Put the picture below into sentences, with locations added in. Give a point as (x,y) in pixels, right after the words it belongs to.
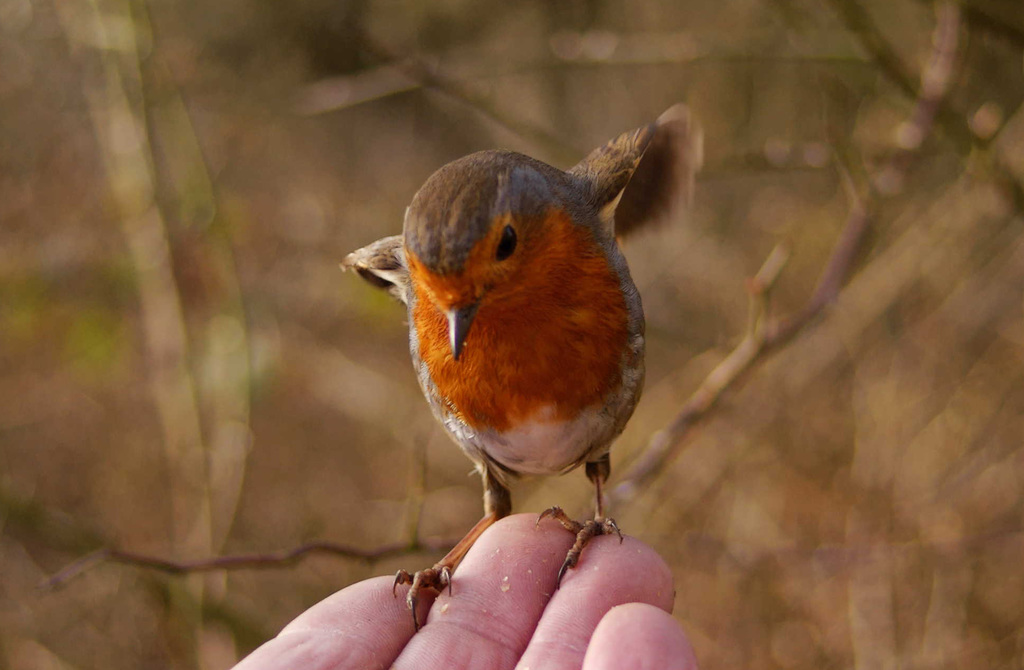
In this image I can see a bird (556,318) which is brown, cream, black and grey in color on the human hand (486,580). I can see the brown colored blurry background (212,218).
